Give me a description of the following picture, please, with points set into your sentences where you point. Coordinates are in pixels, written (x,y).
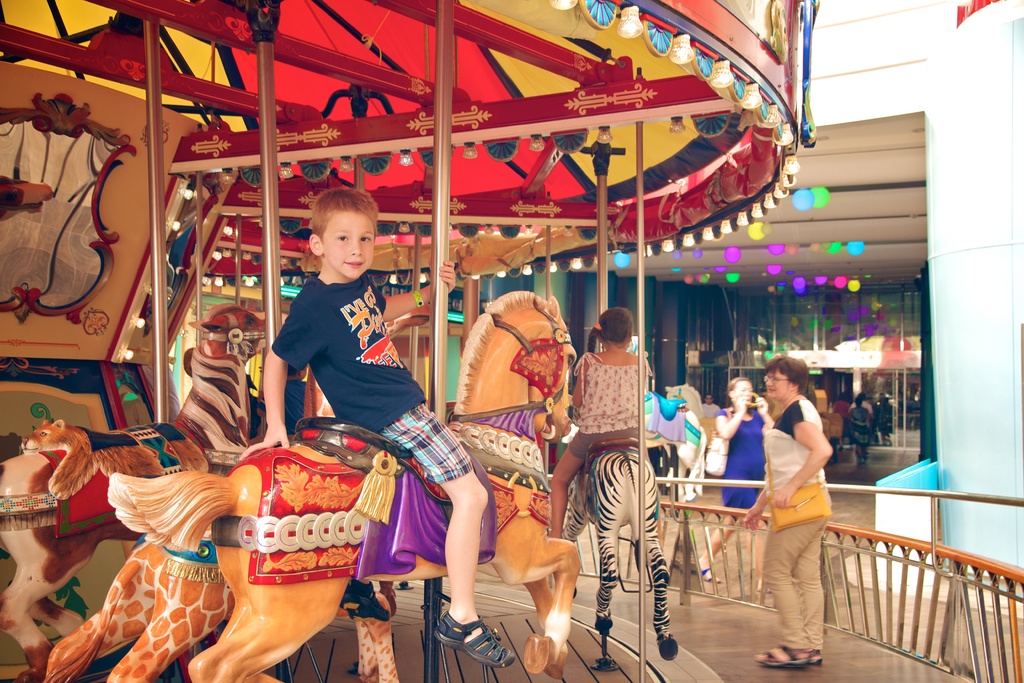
In this image I can see few rides (500,334) and on it I can see few children (365,332) are sitting. I can also see number of poles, number of people (875,435) and over here I can see number of balloons (819,247). Here I can see few people (782,370) are carrying bags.
